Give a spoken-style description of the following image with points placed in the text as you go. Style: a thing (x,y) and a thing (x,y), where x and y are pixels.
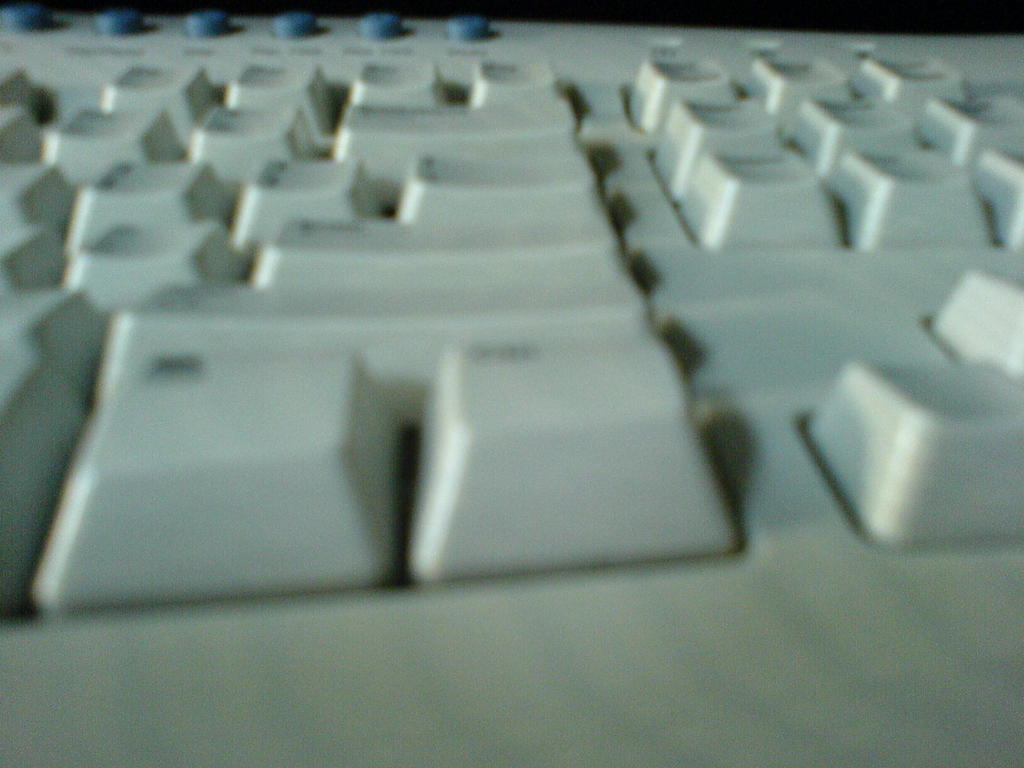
This is a keyboard (556,65) which is white in color and also has some buttons (527,303) which are white in color and at the top of the keyboard (448,59) there are some buttons (26,18) which are round in shape and blue in color.
